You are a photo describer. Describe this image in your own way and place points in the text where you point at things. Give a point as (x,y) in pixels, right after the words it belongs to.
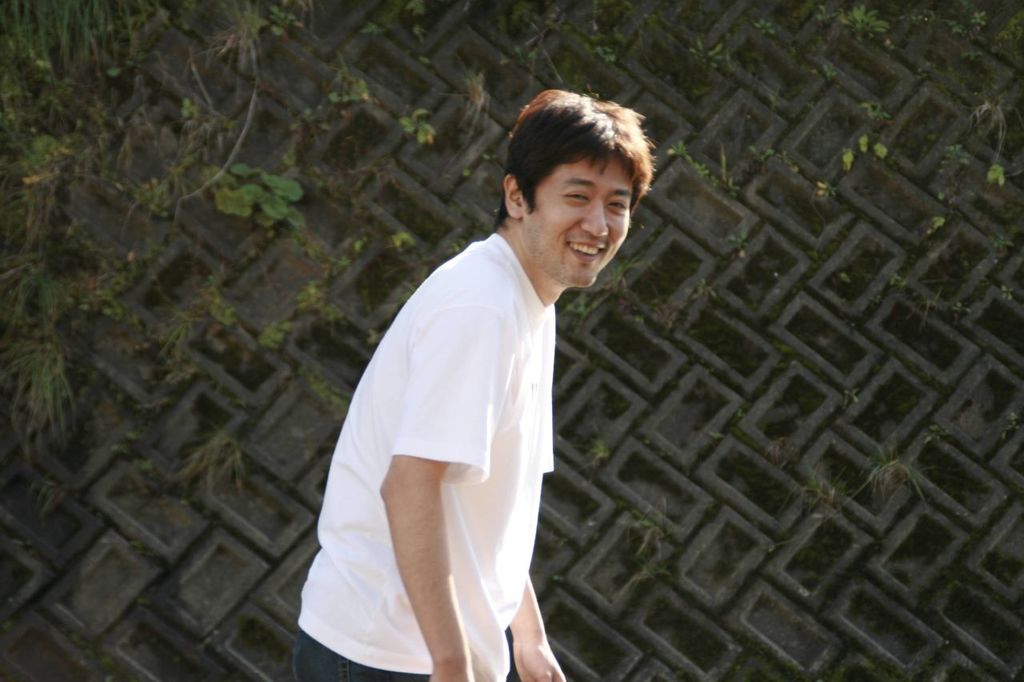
In the center of the image (498,278), we can see a person (560,271) smiling and in the background (350,66), there are plants (135,132) and we can see a wall (769,247).
